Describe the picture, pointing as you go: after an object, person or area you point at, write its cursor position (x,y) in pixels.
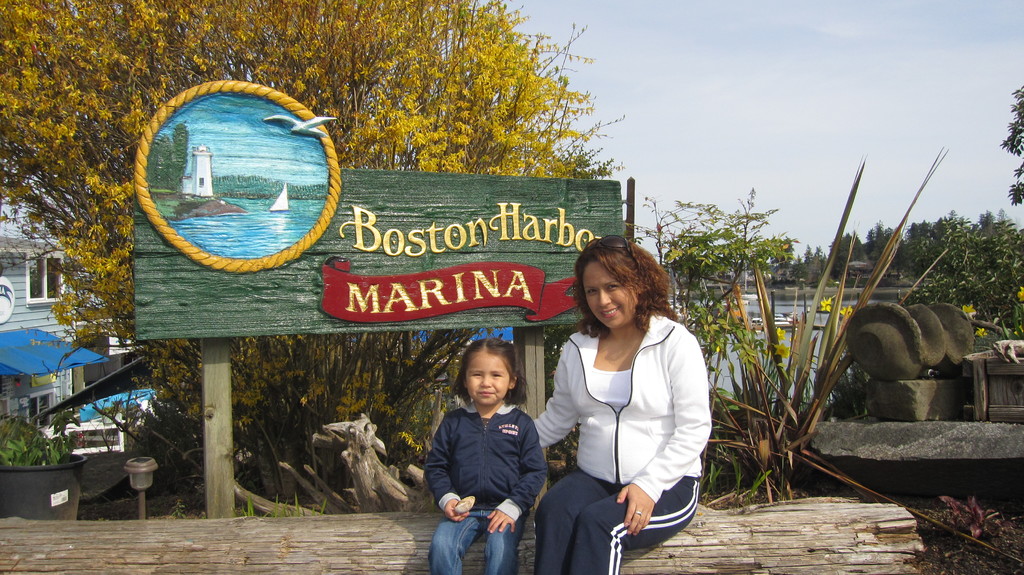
In this image in the front (577,421) there are persons (591,440) sitting and smiling. In the center (377,261) there is a board (439,263) with some text (358,287) written on it and there are plants (798,365). In the background (109,242) there are trees (125,307) and on the left side (74,333) there is a building (35,320) and there is a plant (42,452) in the pot (35,470) and the sky (793,69) is cloudy.
